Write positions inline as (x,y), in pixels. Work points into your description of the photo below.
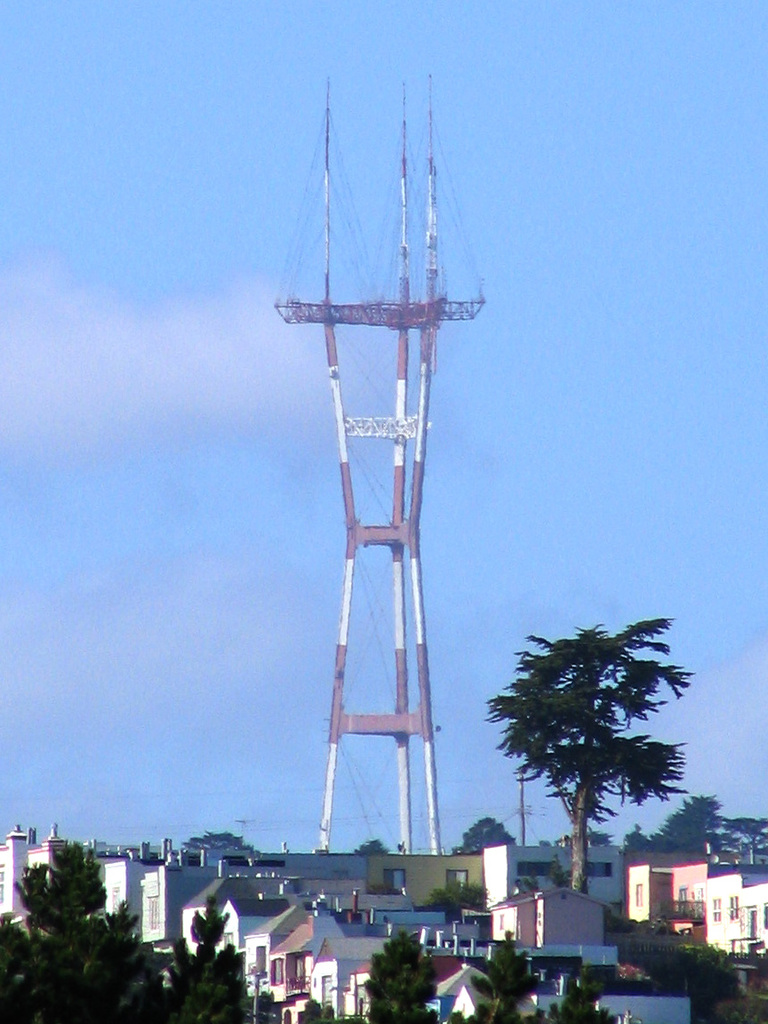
This is the picture of a city (543,880). In this image there are buildings (371,901) and trees (37,1017) and there is a tower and there are wires (387,292) on the tower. At the top (206,125) there is sky (271,242) and there are clouds (8,306).
